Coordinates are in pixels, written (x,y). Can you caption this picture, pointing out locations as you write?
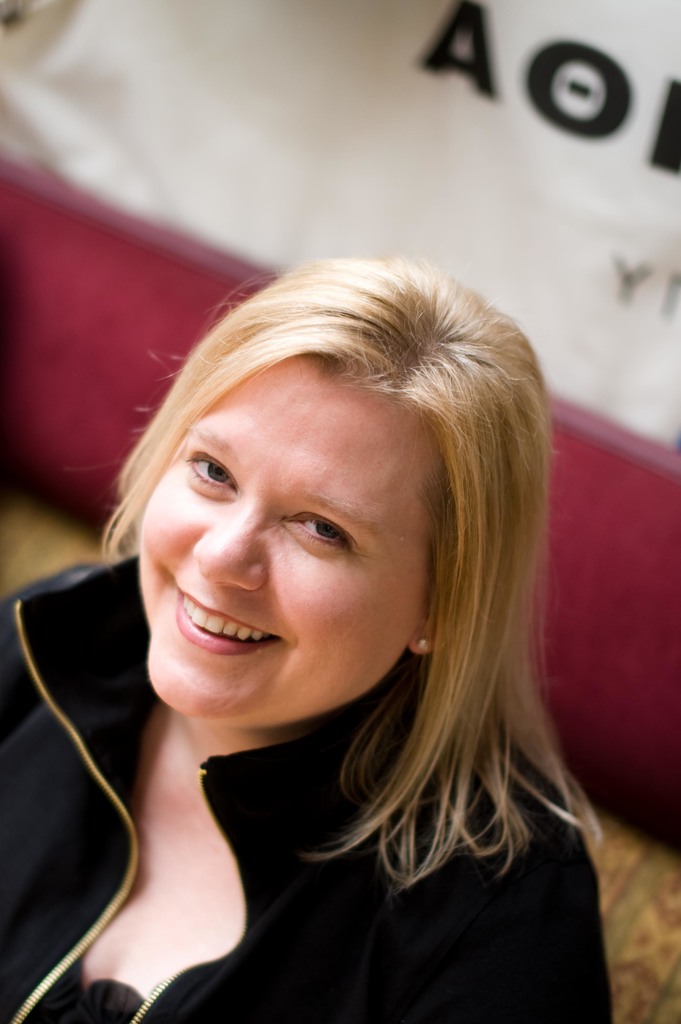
In the picture we can see a woman (444,892) sitting and smiling and she is with a black color jacket (449,888) and behind her we can see a wall (89,310) which is red and some part (321,122) is white in color with some alphabets (460,70) on it.
